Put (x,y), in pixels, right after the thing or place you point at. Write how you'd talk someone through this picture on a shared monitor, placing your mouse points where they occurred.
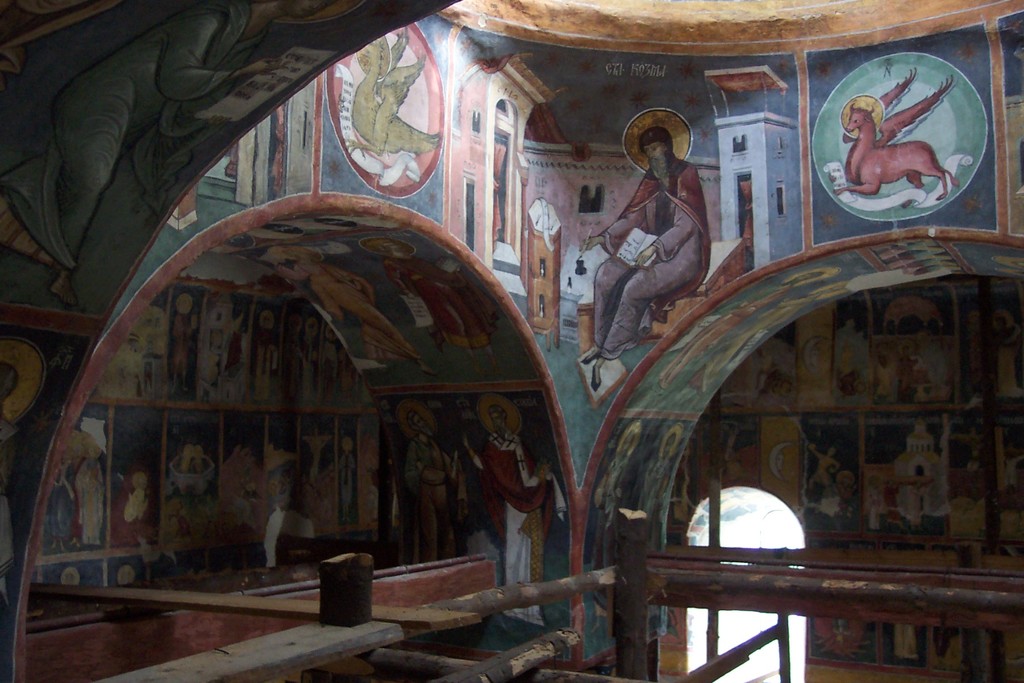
This image is taken inside of a building (650,383) where we can see paintings (570,346) on the wall (562,335), arch (899,272) and there are few sticks (457,600).
